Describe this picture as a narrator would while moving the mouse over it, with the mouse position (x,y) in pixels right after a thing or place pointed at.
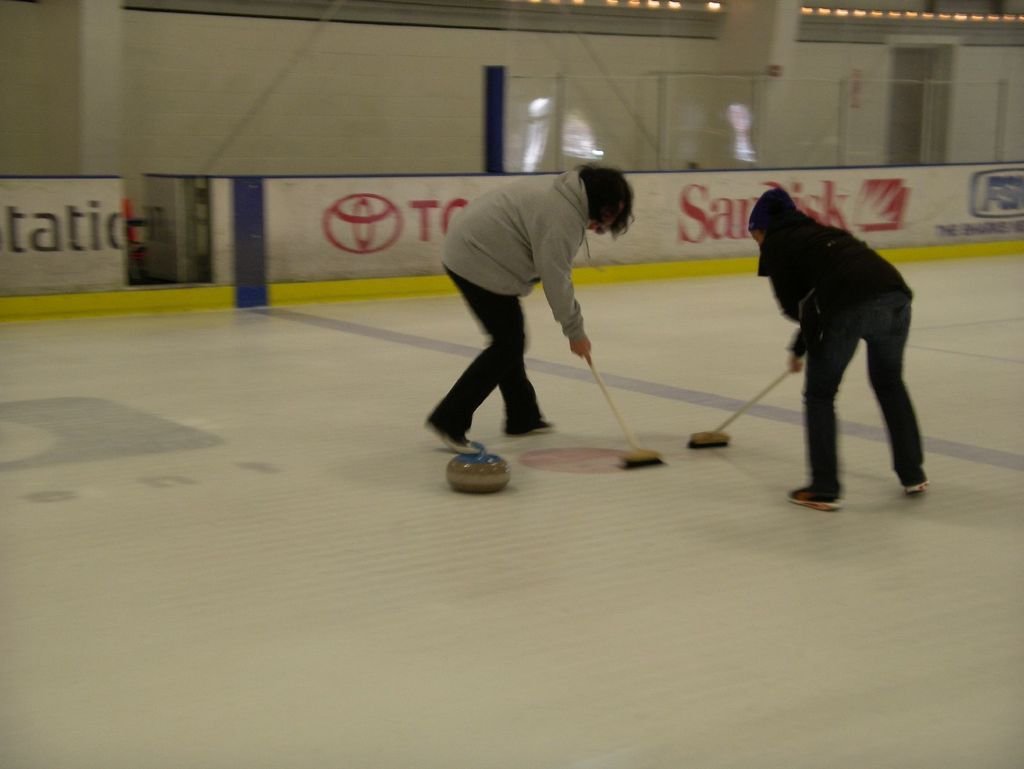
In this image I can see two people (909,450) with different color dresses (481,306). These people (515,400) are holding the sticks (621,421). In the back (400,251) I can see the board (439,212) and the wall (628,100). I can also see the lights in the top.
